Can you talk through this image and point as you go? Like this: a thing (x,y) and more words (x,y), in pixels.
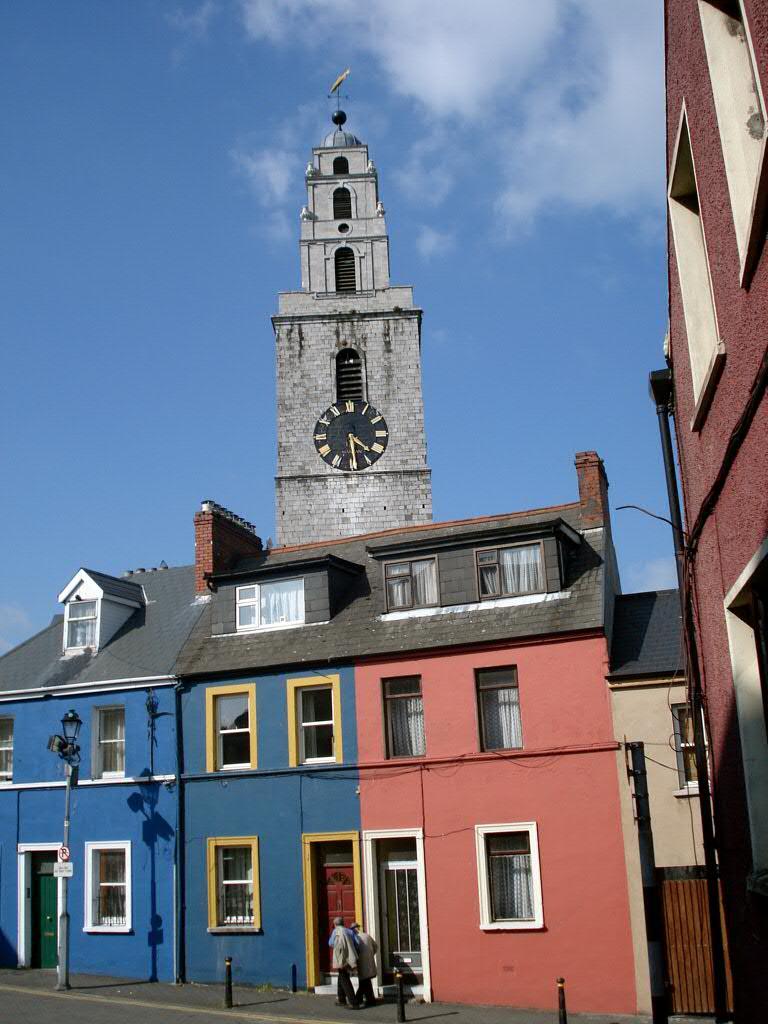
In this image we can see the buildings (484,618). We can also see a clock tower (349,381). In the background (231,308) we can see the sky (279,131) with the clouds (517,125). At the bottom (340,959) we can see two persons (369,945) walking on the path (435,1021). We can also see a light pole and also some rods (402,968).
